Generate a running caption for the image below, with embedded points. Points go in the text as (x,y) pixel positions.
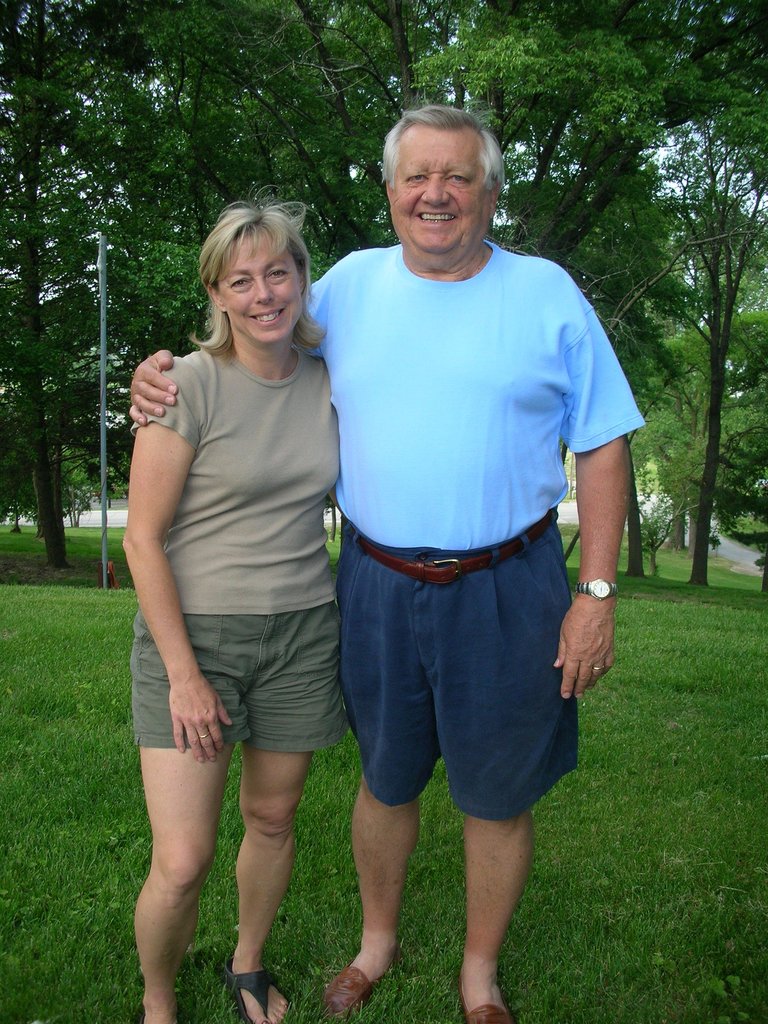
In this picture we can see a man (371,431) and a woman (291,365) standing on the grass (45,664) and smiling and in the background (99,214) we can see a pole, path (121,511), trees (641,506).
